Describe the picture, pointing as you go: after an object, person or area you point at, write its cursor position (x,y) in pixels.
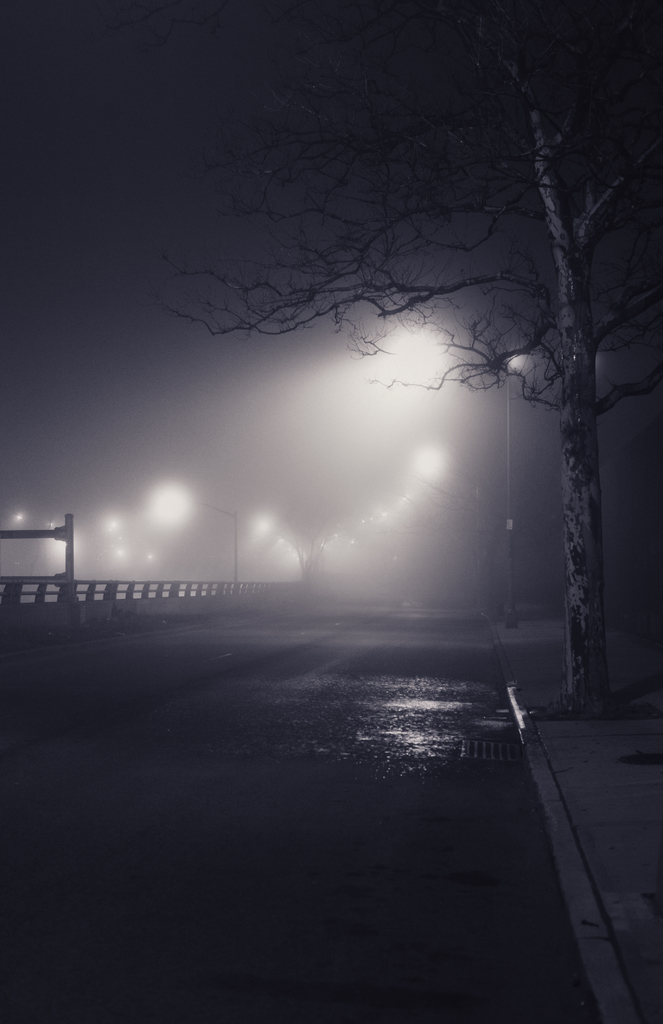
In this picture we can see some water (419,721) on the road (318,751). There is a tree (508,356) visible on the right side (555,212). We can see some fencing (148,594) on the left side (19,594). There is a pole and a few lights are visible in the background (157,505). We can see a dark view (68,73) on top (15,40) and at the bottom of the picture (341,984).
